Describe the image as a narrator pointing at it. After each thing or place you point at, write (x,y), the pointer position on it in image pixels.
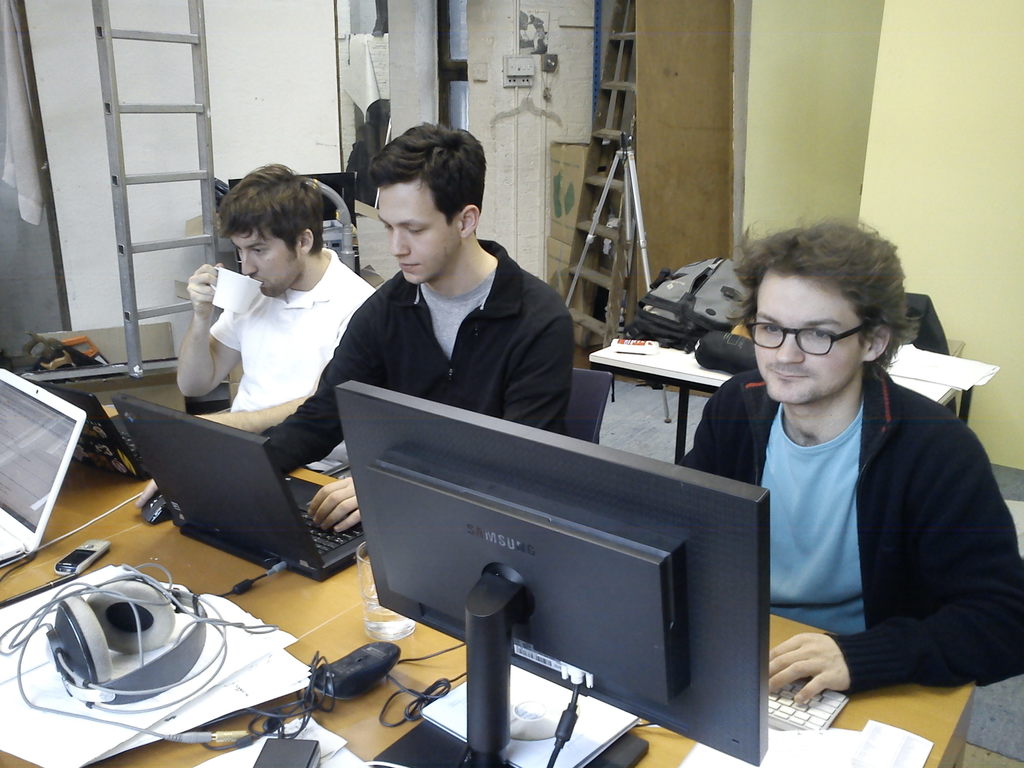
In this picture we can see few people (251,262), they are all seated, in front of them we can find few laptops (185,506), monitor (652,521), headphones (85,652), mobile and other things (527,715) on the table (301,602), behind to them we can see a ladder (126,109) and bags (662,282) on the table (691,365).
